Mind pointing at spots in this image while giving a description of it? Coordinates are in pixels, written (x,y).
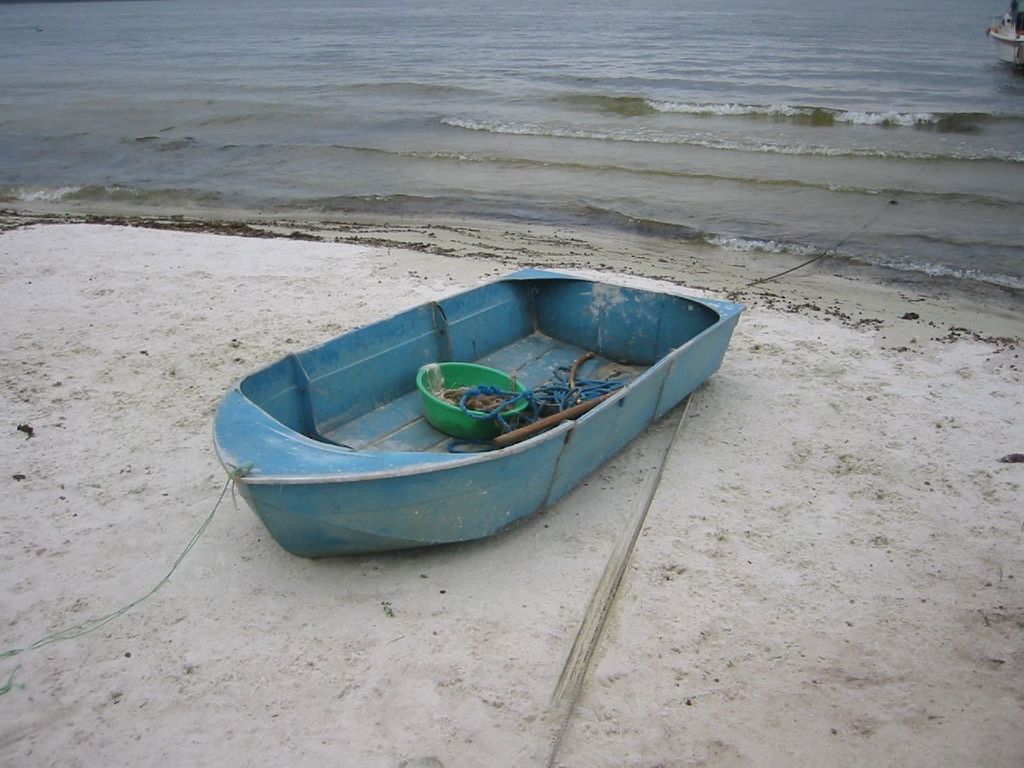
There is a boat (446,317) in a beach area (316,308) as we can see in the middle of this image (409,498). There is a sea (438,52) in the background (502,162).
